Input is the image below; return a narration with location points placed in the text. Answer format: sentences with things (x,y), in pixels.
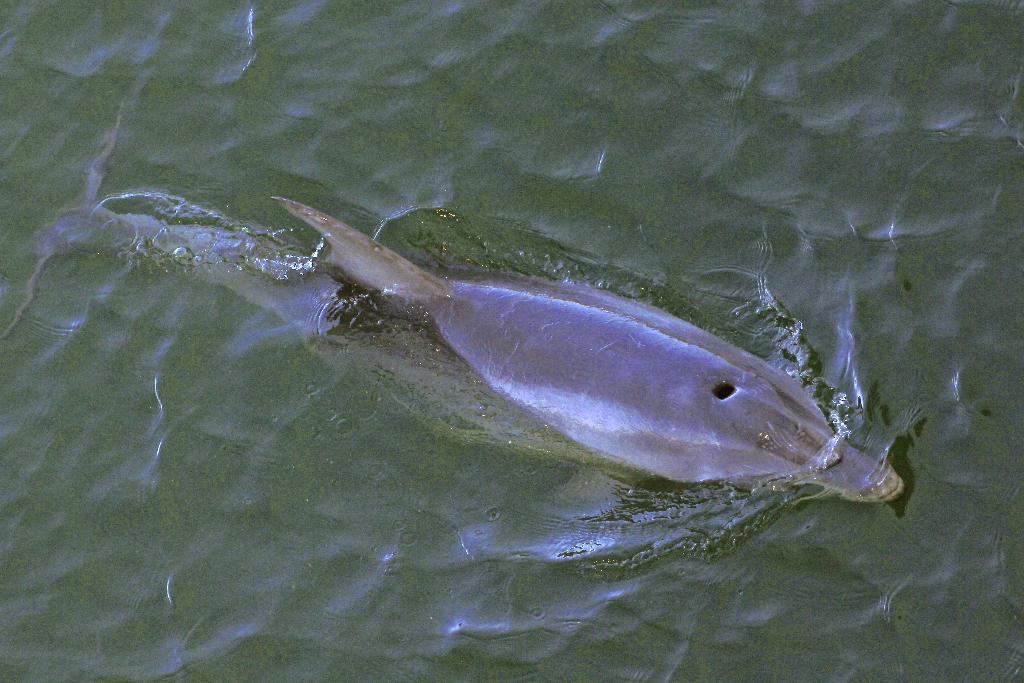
In this picture we can see a dolphin (572,295) in the water (569,249).
